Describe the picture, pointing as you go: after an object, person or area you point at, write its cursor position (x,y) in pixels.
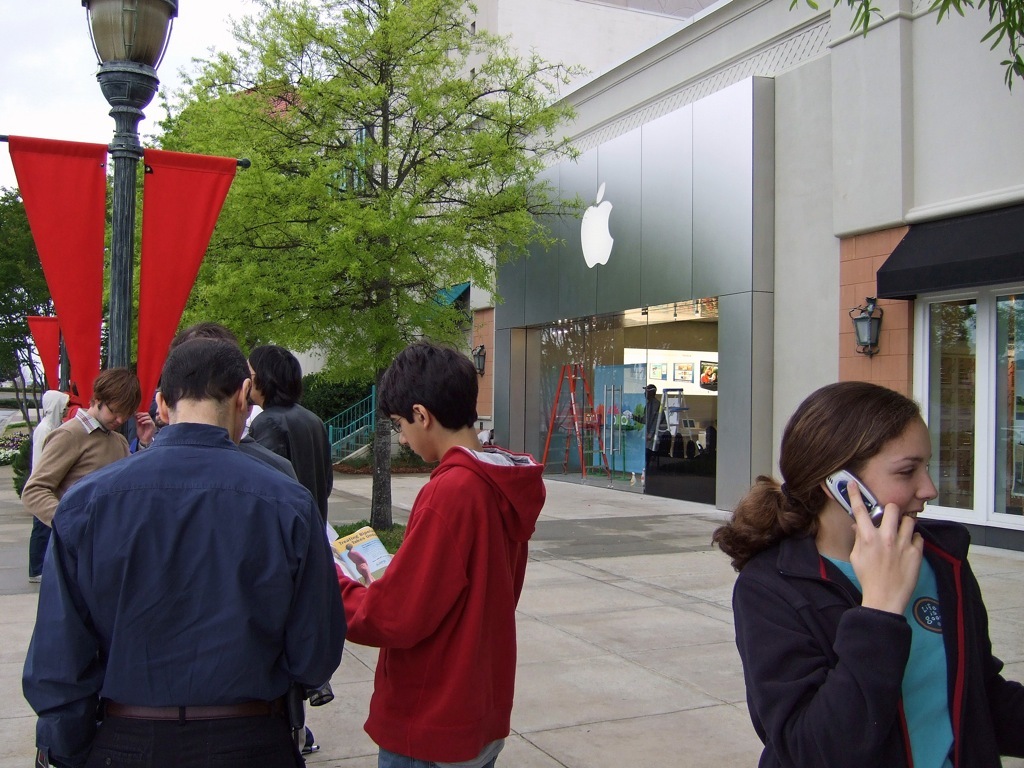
In this image on the street (591,653) there are few people (162,540). In the right (854,588) a lady (854,583) is holding a phone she is talking something. In the background (772,341) there are stores (569,128), trees (315,171), lamps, flags (200,250).
